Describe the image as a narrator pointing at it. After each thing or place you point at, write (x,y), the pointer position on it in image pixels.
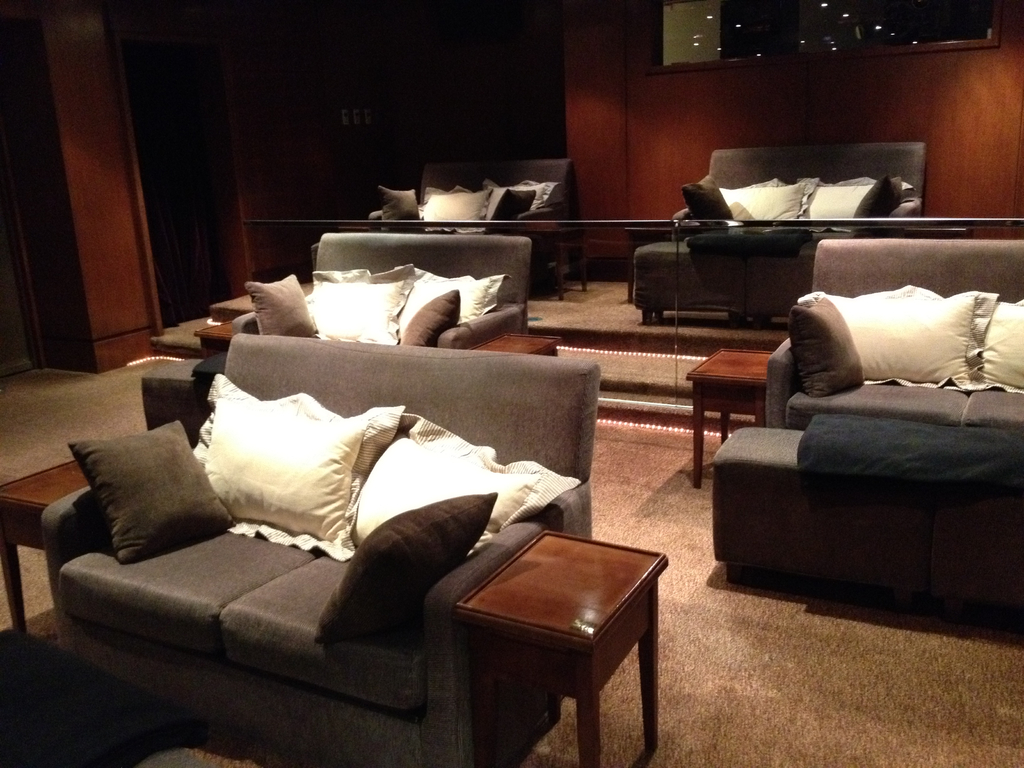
In the image we can see there are sofas (441,402) which are kept in the room (28,316), there are cushions (306,516) which are also kept on the sofa (337,263). The sofas (565,499) are in ash colour and there is table (591,650) kept beside the sofa (464,700).
